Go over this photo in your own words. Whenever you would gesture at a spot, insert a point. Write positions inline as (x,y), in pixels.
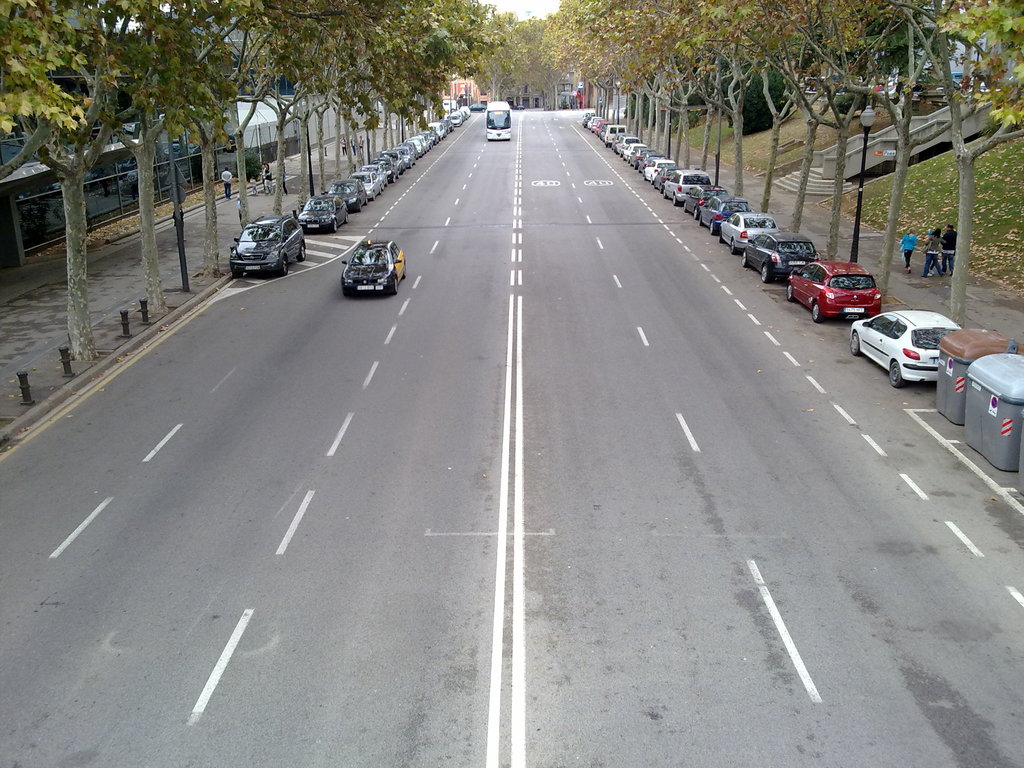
In this image we can see some vehicles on the ground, dustbins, trees (901,181), light pole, sign board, some leaves (1008,240) on the ground (989,203), there are a few buildings (230,165).
